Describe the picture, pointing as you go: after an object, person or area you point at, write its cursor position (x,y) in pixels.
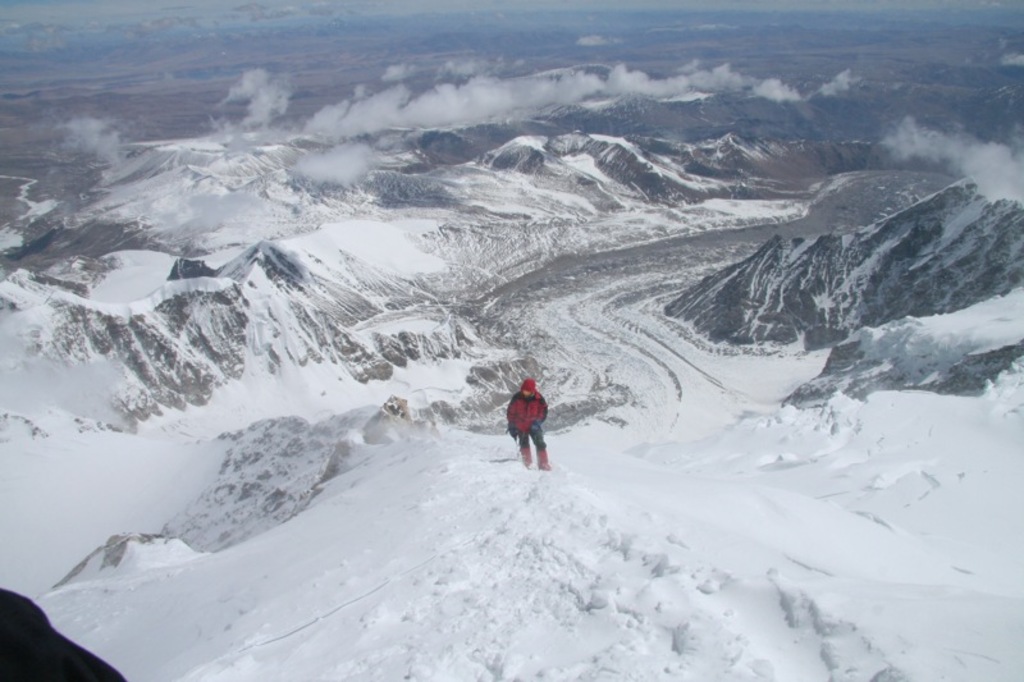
In this picture in the center (534,446), there is a person (510,417) walking on the snow (521,507). In the background (432,227) there is snow (557,315) on the ground (483,280) and there is clouds (319,133) and there are mountains (343,267) covered in the snow (272,345).
